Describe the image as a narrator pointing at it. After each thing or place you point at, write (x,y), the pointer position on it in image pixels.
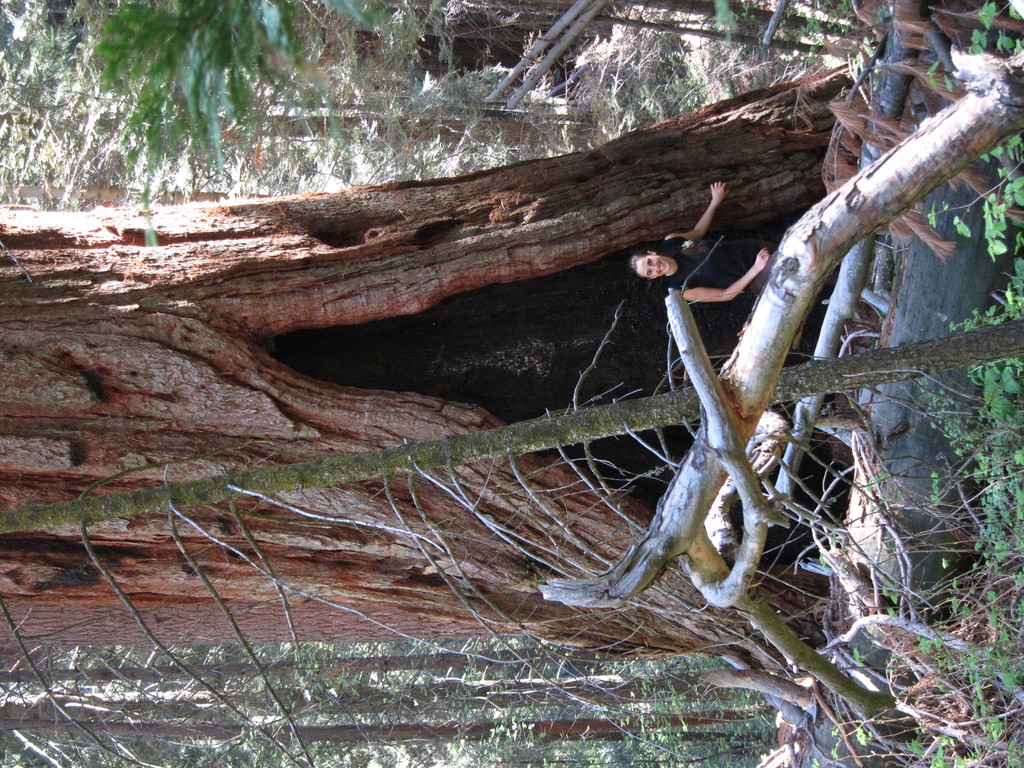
This is a picture taken in the forest (762,194). On the right (983,430) there are plants (972,436) and wood (841,345). In the center of the picture (573,483) there is a woman (678,284), in the trunk (471,470) of a tree (466,560). At the bottom (286,712) there are trees (362,699) and plants (672,762). At the top (480,56) there are trees (489,110) and dry grass (646,62).
